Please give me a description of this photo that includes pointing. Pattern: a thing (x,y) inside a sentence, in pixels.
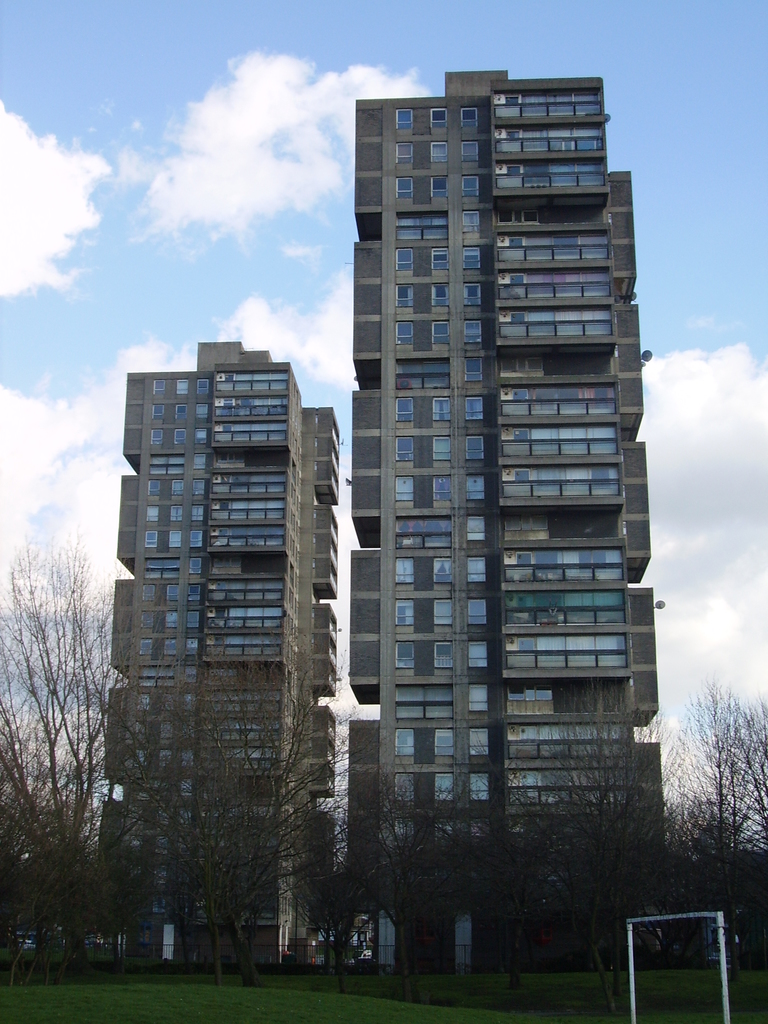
In this picture I can see buildings (373,545), trees (340,801), grass (290,1006) and a white color object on the ground (619,1012). In the background (131,364) I can see the sky (337,291).
